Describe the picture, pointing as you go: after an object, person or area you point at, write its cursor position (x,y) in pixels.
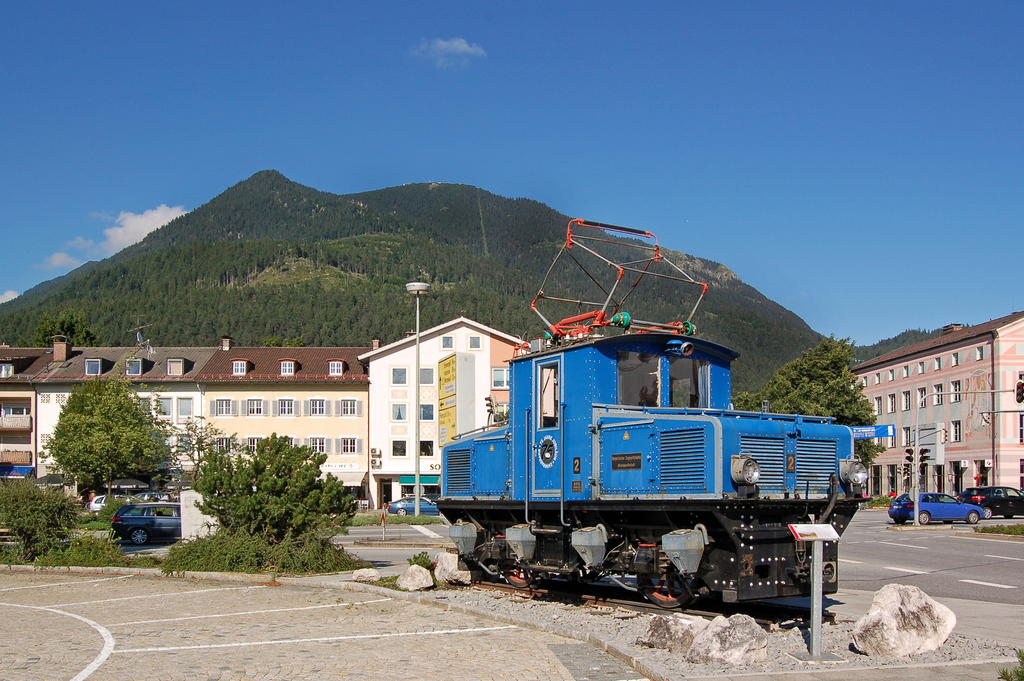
In this image there are vehicles (935,505) on the road (961,571). Right bottom there are rocks (736,620) on the pavement (632,620). Left side (14,502) there are plants (67,526) and trees (224,492). Background (822,380) there are buildings (904,394) and trees (846,386). Right side (909,467) there are traffic lights (911,453) attached to the pole (919,477). There is a hill (345,302) having trees (348,268). Top of the image (566,73) there is sky (434,37) with some clouds (147,213).
